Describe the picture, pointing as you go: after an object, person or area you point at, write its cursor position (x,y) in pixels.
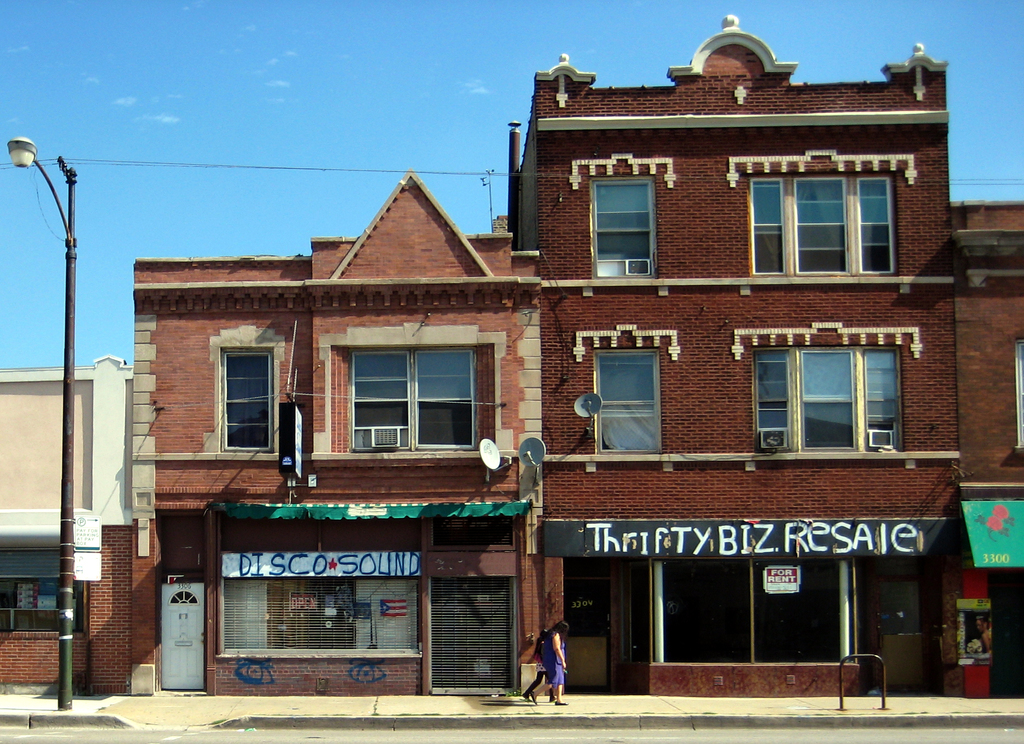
In the middle of the image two persons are walking. Beside them there are some buildings (14,628) and poles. At the top of the image (40,43) there are some clouds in the sky (8,74).
